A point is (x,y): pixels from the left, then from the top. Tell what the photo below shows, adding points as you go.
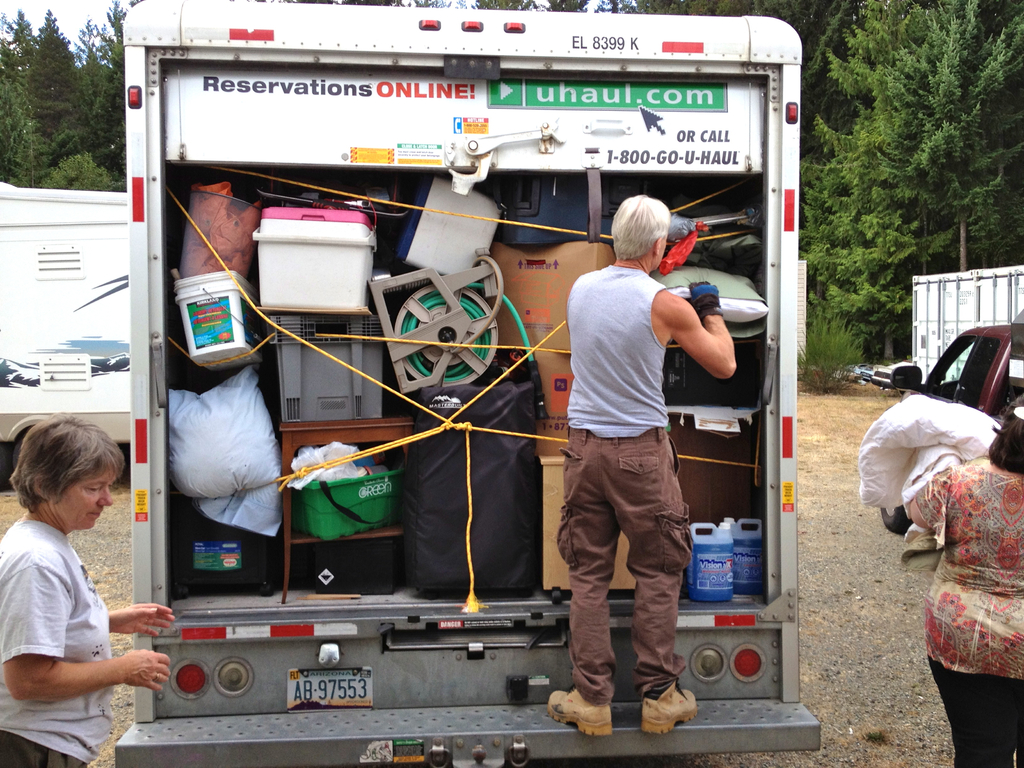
In this image in the center (366,492) there is one vehicle (781,372) in that vehicle (672,455) there are some bags (213,462), baskets (339,347), stools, buckets (246,347), covers (207,474) cans (726,541) and some other objects (464,437). And in the background (830,164) there are some trees (88,180), on the right side (967,587) and left side (53,543) there are some persons (994,476) and some vehicles (968,380). At the bottom (868,658) there is a walkway (862,583).
